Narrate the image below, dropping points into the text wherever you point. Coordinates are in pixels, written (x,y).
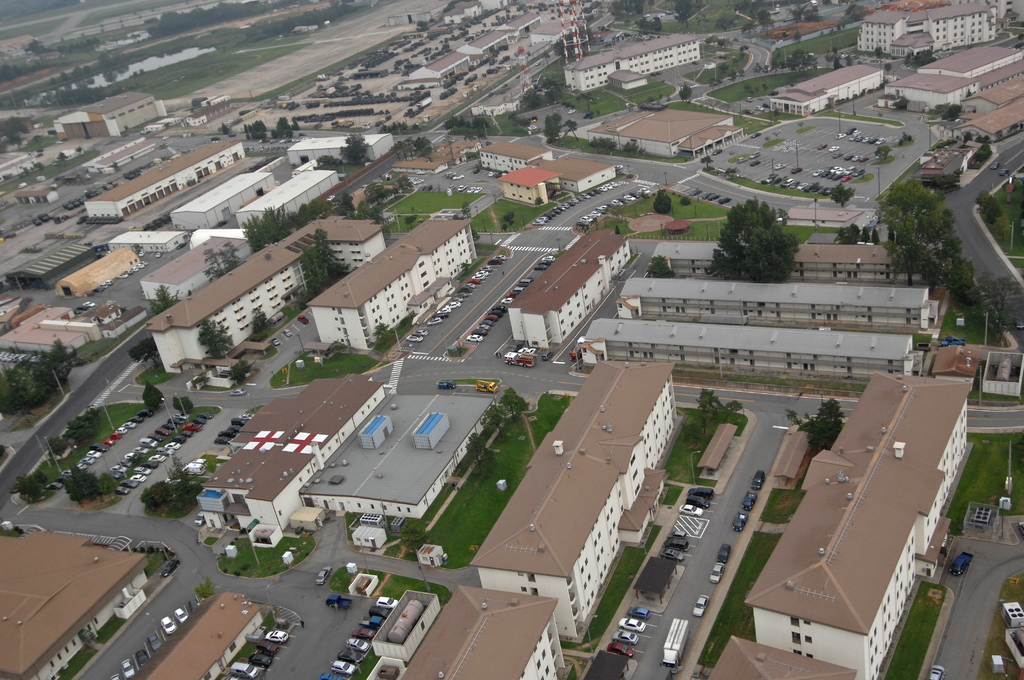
In this image we can see a top view of a place in which we can see group of vehicles (360,632), cars (180,611) parked in the parking lot (746,176), group of trees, buildings (25,574). In the background (150,68), we can see a lake (136,69), group of poles (575,21).
